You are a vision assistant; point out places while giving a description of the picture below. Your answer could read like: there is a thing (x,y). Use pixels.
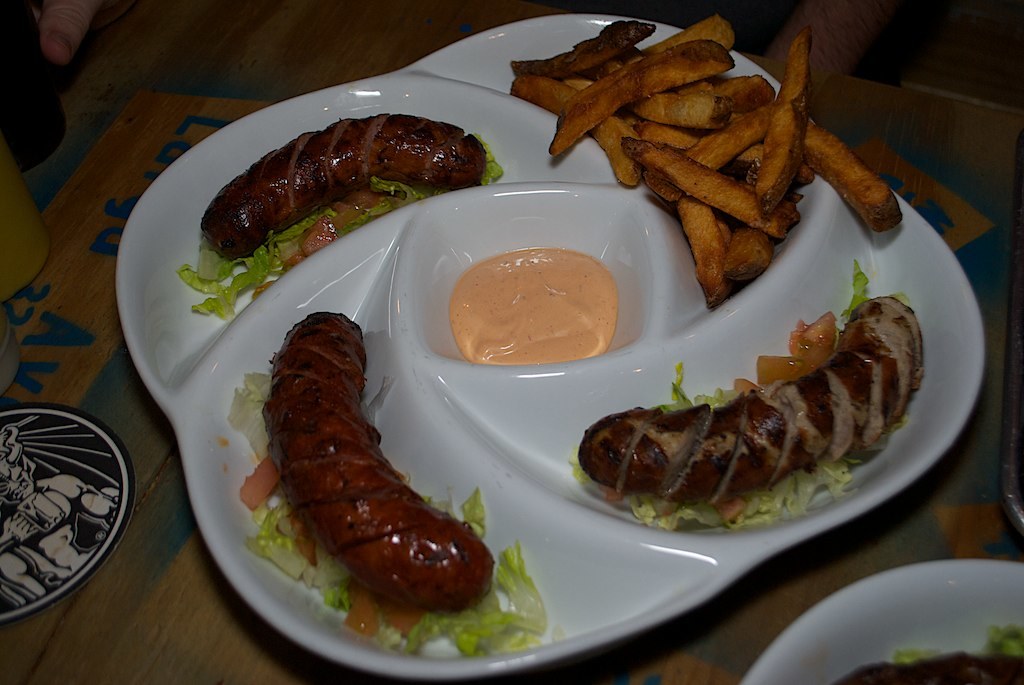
In this picture there is a food (293,430) placed in the white color plate (388,266). We can observe some fries (663,110) in the plate (423,475). The plate (195,201) was placed on the brown color table (205,684).
